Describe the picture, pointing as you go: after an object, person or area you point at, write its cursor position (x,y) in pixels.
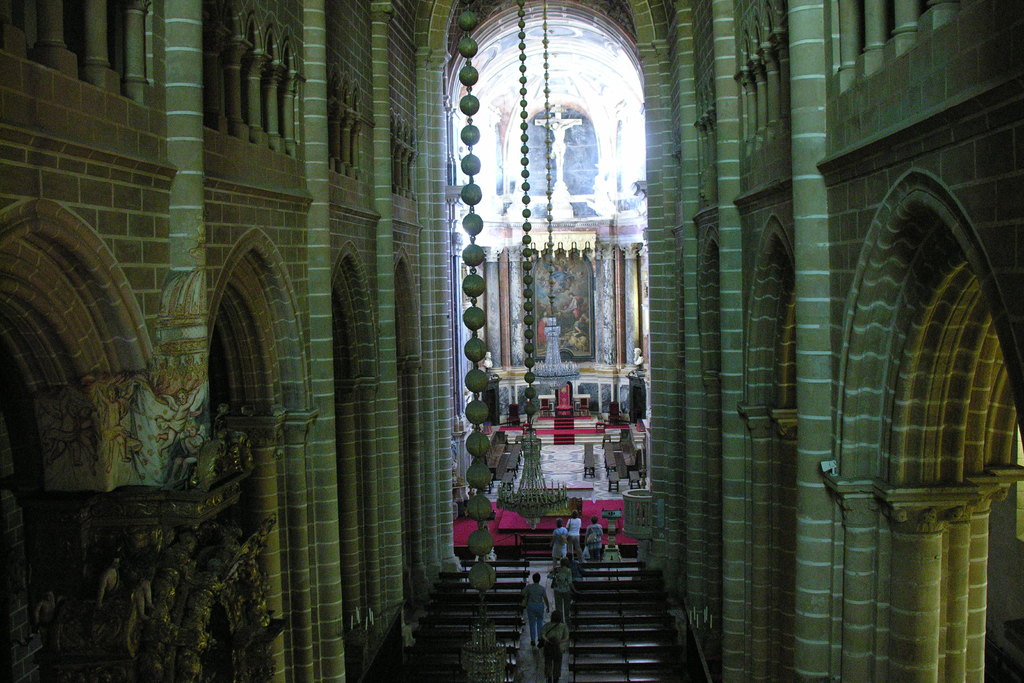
In this picture we can see an inside view of a building (245,318), here we can see people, benches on the floor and we can see a wall (359,499), chandeliers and some objects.
